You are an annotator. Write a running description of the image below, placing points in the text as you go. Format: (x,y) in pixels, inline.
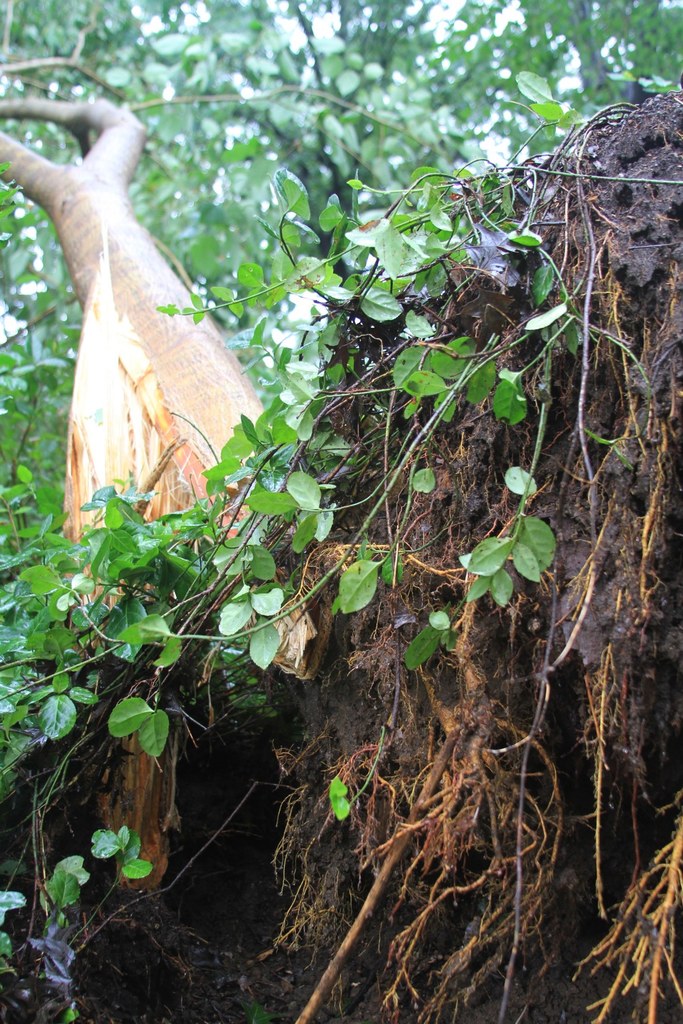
In this picture I can see there is a tree (161,334), it has a trunk (222,454) and I can see the roots (397,658), soil (388,608) and some leaves (339,43).
